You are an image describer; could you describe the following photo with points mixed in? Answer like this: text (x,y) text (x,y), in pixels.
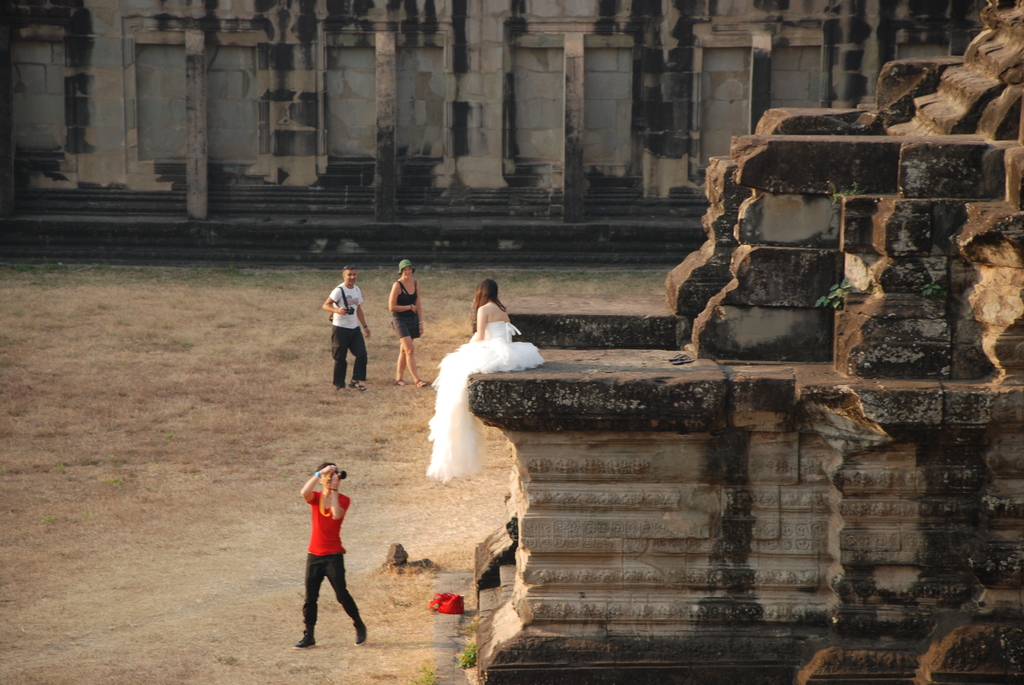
In the foreground of the picture (480,403) we can see people (316,531), an old construction (707,395), grass (173,569), bag (442,599) and soil (429,498). In the background (373,85) there is a wall (483,114).
